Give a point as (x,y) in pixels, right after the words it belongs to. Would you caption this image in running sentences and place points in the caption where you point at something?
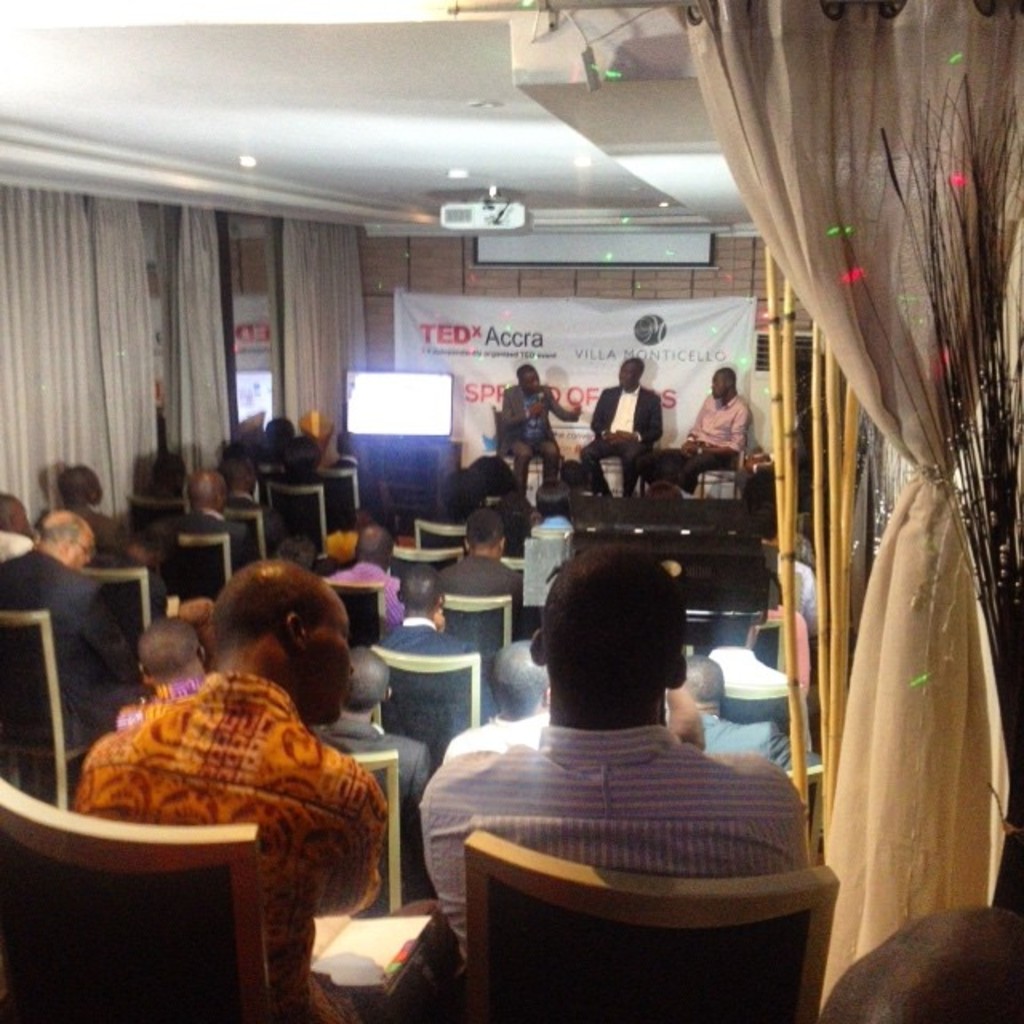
In this image there are group of persons (279,601) sitting on a chair (439,533). In the background (494,381) there is a banner (508,339) with some text (447,336) written on it and in front of the banner (558,328) there is a monitor (411,416) and at the top (458,211) there is a projector (478,213). On the right side (904,347) in the front (906,385) there is a curtain (911,432) and there are poles (837,464). On the left side (192,359) there are curtains (217,385).
